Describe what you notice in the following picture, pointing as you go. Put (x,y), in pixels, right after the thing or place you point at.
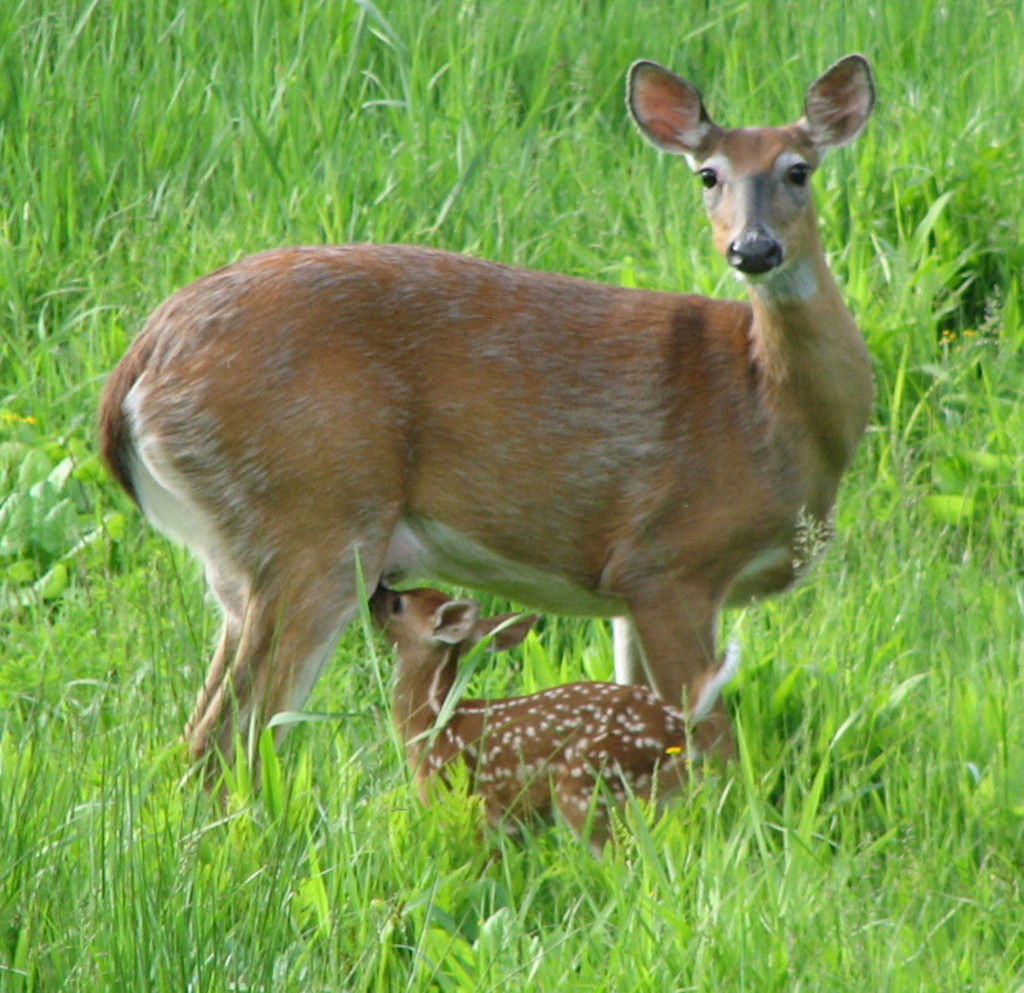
In this picture, we see deer (616,524) and fawn (580,826). We see grass (316,752) in the background (501,219) and this picture might be clicked in a zoo.
